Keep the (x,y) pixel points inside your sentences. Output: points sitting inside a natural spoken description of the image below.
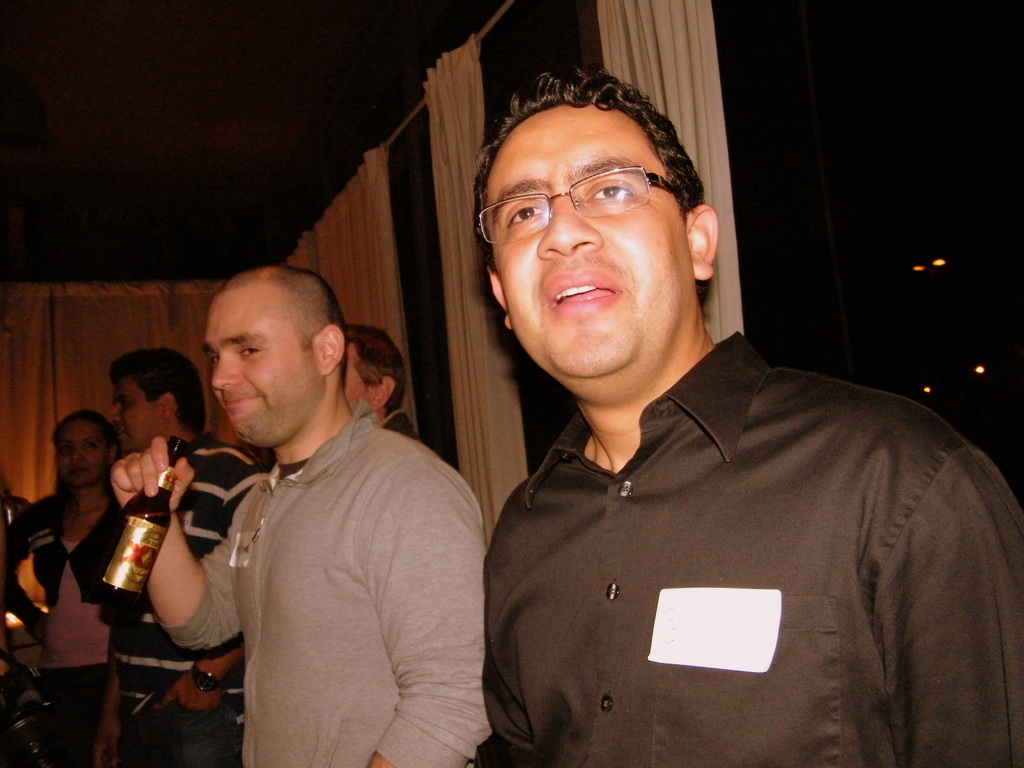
In the image we can see there are men (585,538) who are standing and the other people (72,573) are standing and a man (168,580) in between is holding beer bottle (123,565) in his hand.
